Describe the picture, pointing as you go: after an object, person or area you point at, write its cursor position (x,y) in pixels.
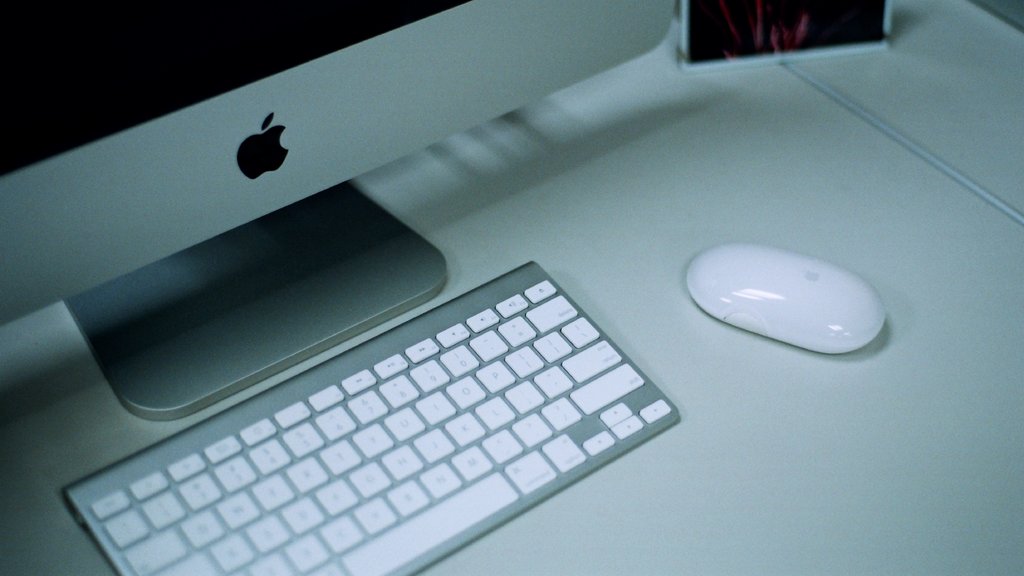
In this image we can see a monitor (364,62), keyboard (575,428) and mouse (857,312) placed on a table (998,244).
